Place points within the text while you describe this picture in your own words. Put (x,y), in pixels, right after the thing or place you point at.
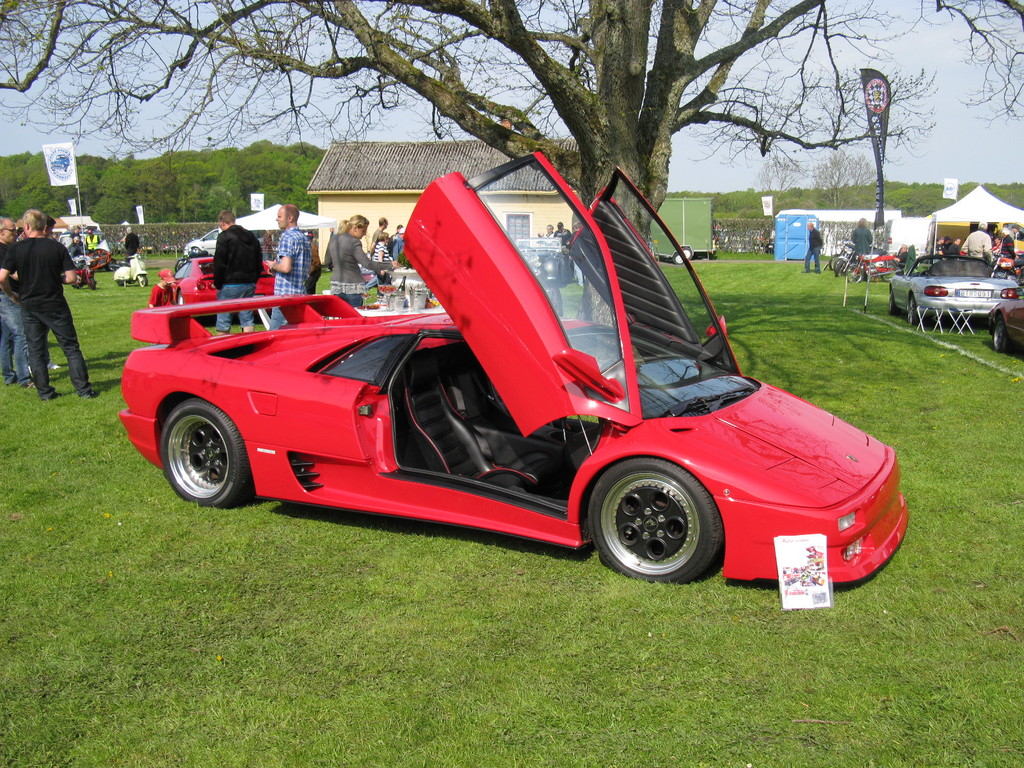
In this picture I can see a house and few tents (1001,202) and few flags (948,191) and I can see cars (636,420) parked and few people (370,255) are standing and I can see scooters (100,258) parked and I can see trees (319,4) and grass (90,618) on the ground (789,388) and a cloudy sky (157,97).
